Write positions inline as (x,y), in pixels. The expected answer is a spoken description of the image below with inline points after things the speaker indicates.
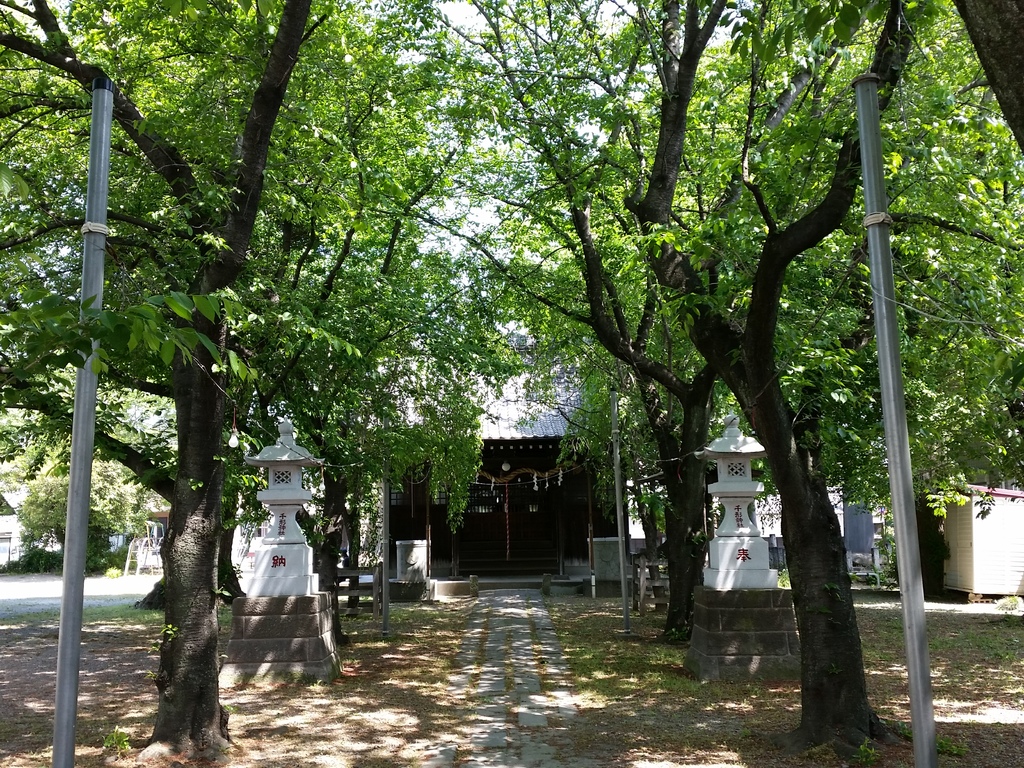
In this picture I can see few houses (487,464) and trees (348,206) and couple of poles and I can see grass (880,684) on the ground (786,691).
